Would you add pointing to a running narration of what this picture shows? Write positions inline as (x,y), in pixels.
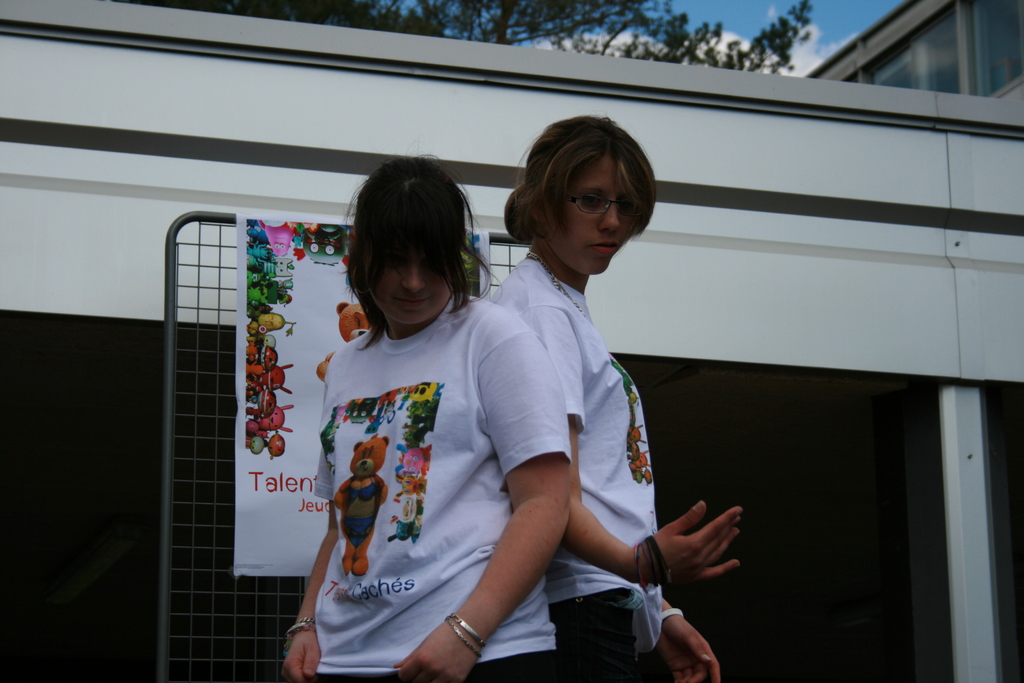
In this image I can see two women (447,332) wearing a white color t-shirt (378,353) standing in front of the house (896,391), at the top (724,9) I can see trees (278,1) and the sky (860,14) and back side of persons (336,510) I can see a fence (218,249) and a notice paper (270,353) attached to the fence (167,511).
